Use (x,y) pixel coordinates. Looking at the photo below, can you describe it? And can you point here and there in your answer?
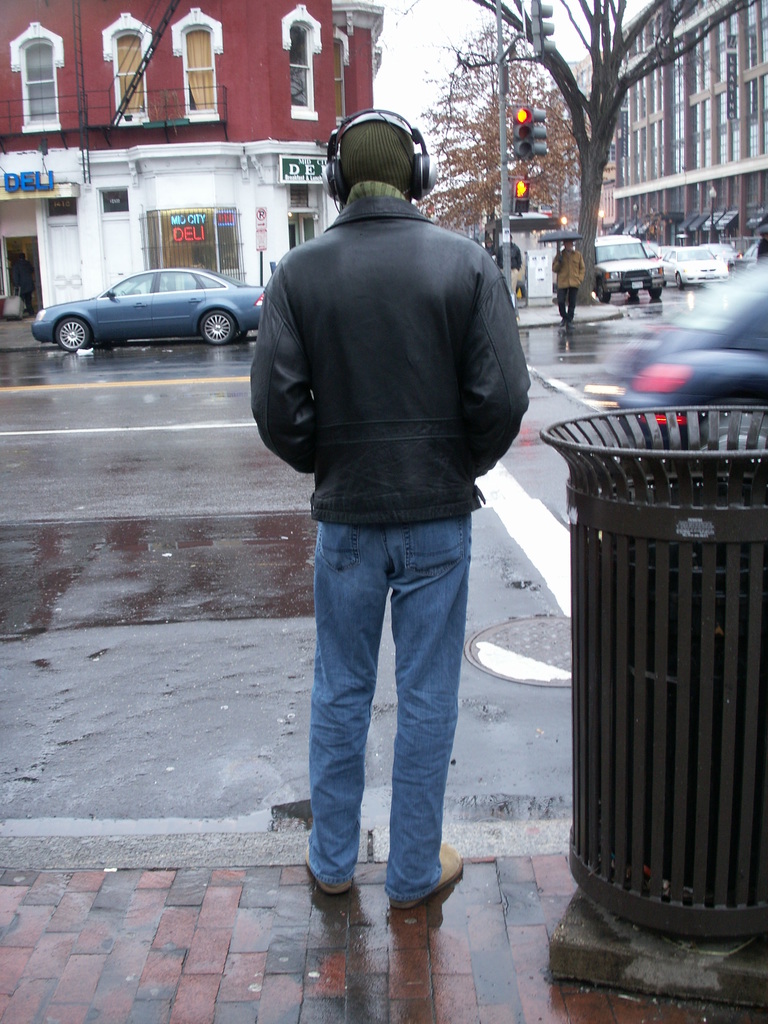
In this image, there are a few people (291,374) and vehicles (602,271). We can see the ground (280,686). There are a few buildings (273,205). Among them, we can see a building (306,189) with some text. We can also see a board (312,159) with some text (307,176). We can see a pole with traffic lights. We can also see a tree (499,210) and the sky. We can see a black colored container (747,510) at the bottom right (723,877).
